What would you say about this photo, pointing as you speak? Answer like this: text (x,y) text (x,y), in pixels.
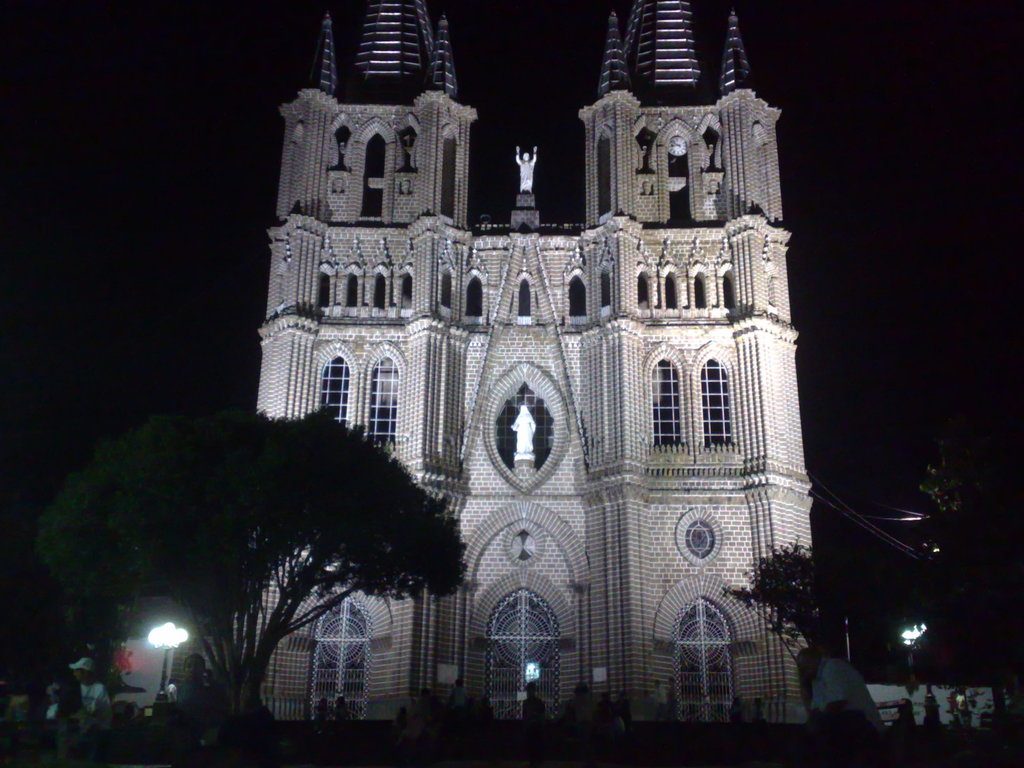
This is an image clicked in the dark. At the bottom of the image (411,742) there are some people (613,731) in the dark. On the right (950,508) and left sides of the image I can see few trees (197,504) and lights (180,634). In the background (474,411) there is a church (586,320).
